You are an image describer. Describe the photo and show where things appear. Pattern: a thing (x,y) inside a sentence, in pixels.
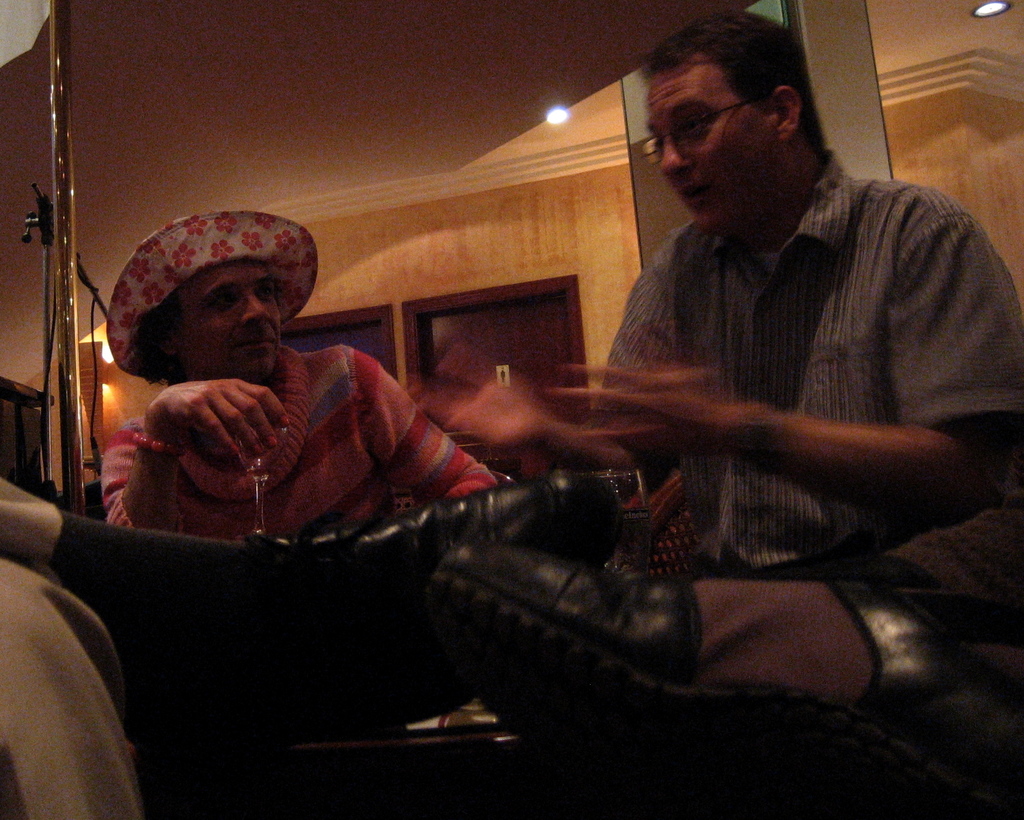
In this image we can see a few people (310,519), there are the legs (407,547) of two persons (432,594), there is a pole (64,198), a stand (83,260), there are lights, also we can see the wall (602,248), windows (485,308), and the roof (513,125).
